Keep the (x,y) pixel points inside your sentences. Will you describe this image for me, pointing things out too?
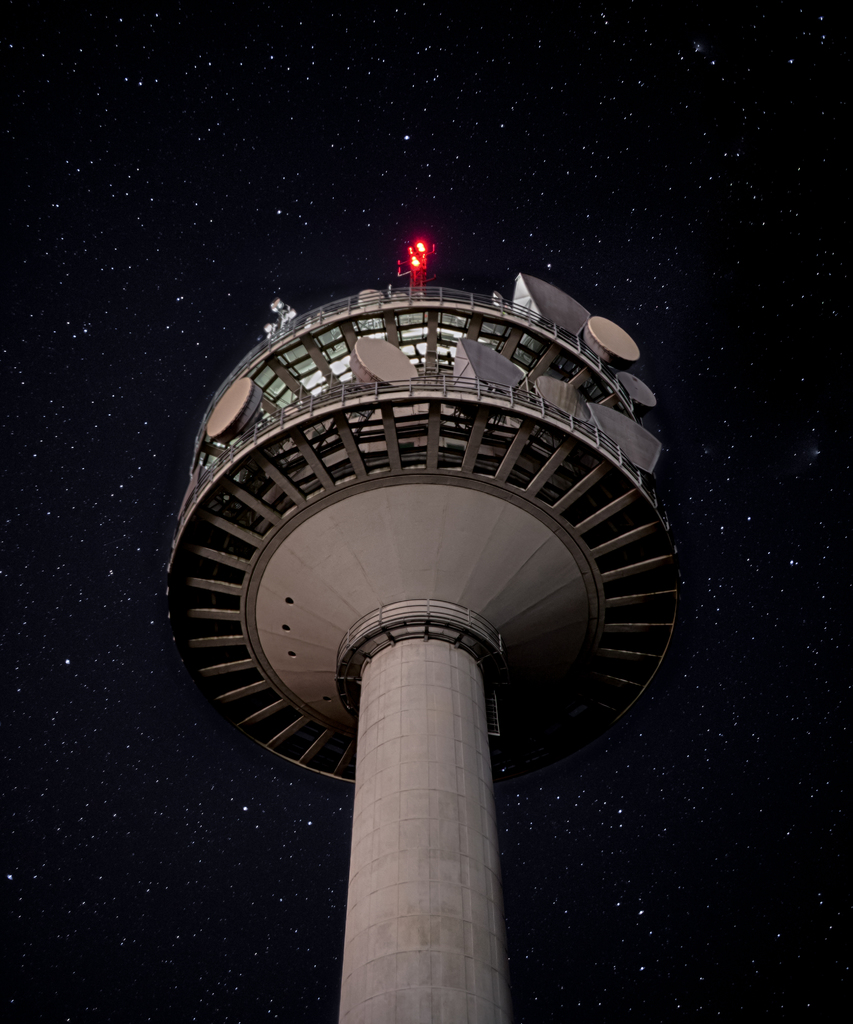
In the middle of the picture (419,472), we see the tower (311,698). On top of the tower (415,307), we see the red lights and the antenna (422,281). In the background (176,763), we see the sky (438,89) and the stars (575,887). This picture might be clicked in the dark.
